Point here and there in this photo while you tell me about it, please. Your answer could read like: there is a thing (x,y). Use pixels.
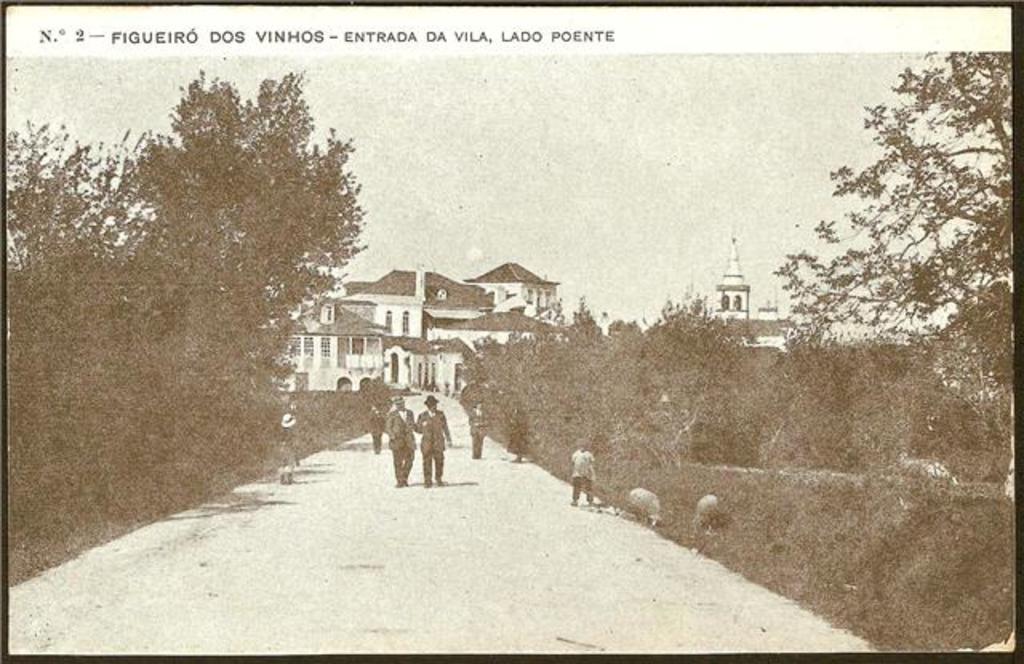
This is a black and white image where we can see there are so many people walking on the road (597,521) behind them there are trees (609,386) and buildings (518,343) at the back (786,329).
